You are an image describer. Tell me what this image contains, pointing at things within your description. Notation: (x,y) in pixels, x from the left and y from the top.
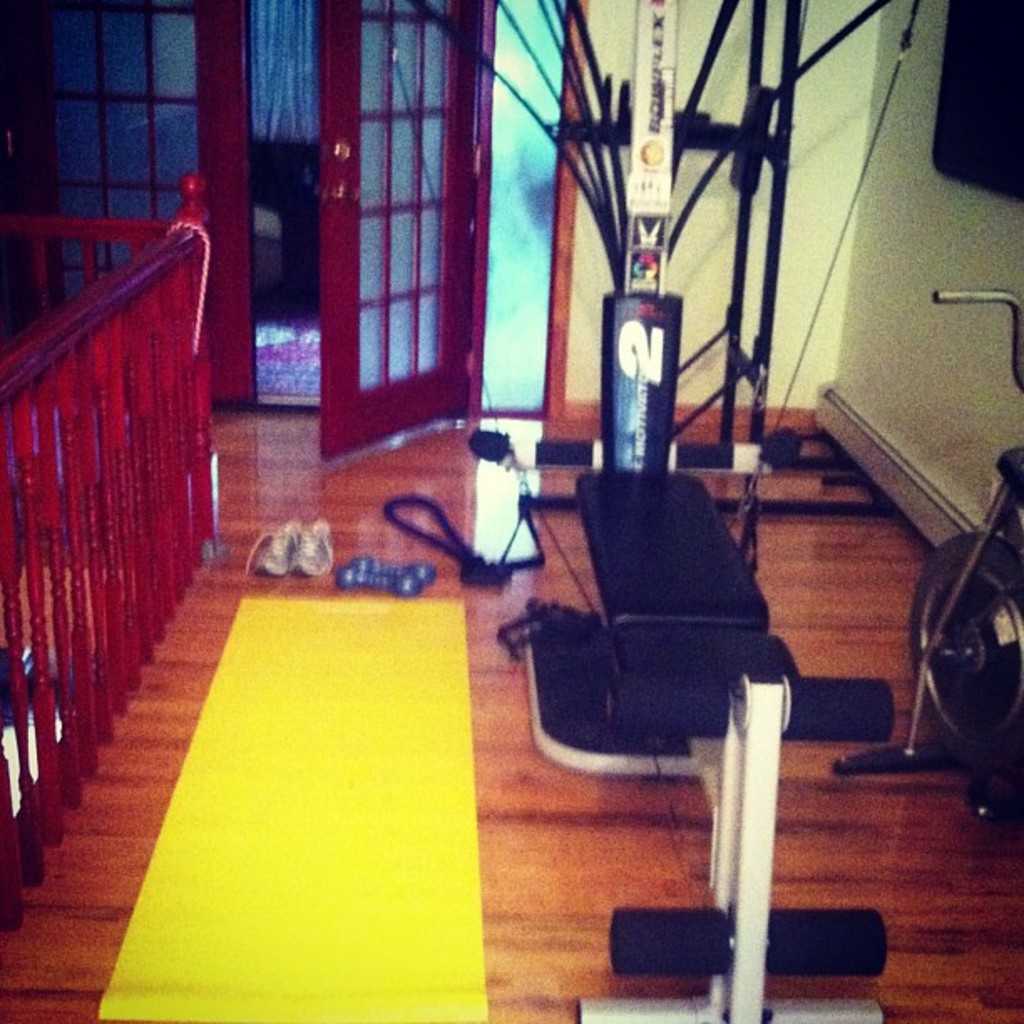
This picture shows a mat (415,677) and a bench (624,732) and couple of weights (380,576) and we see a cardio cycle (863,764) and pair of shoes (273,560) on the floor (145,829) and we see a door (333,284) and a wooden fence (4,488) on the side.
